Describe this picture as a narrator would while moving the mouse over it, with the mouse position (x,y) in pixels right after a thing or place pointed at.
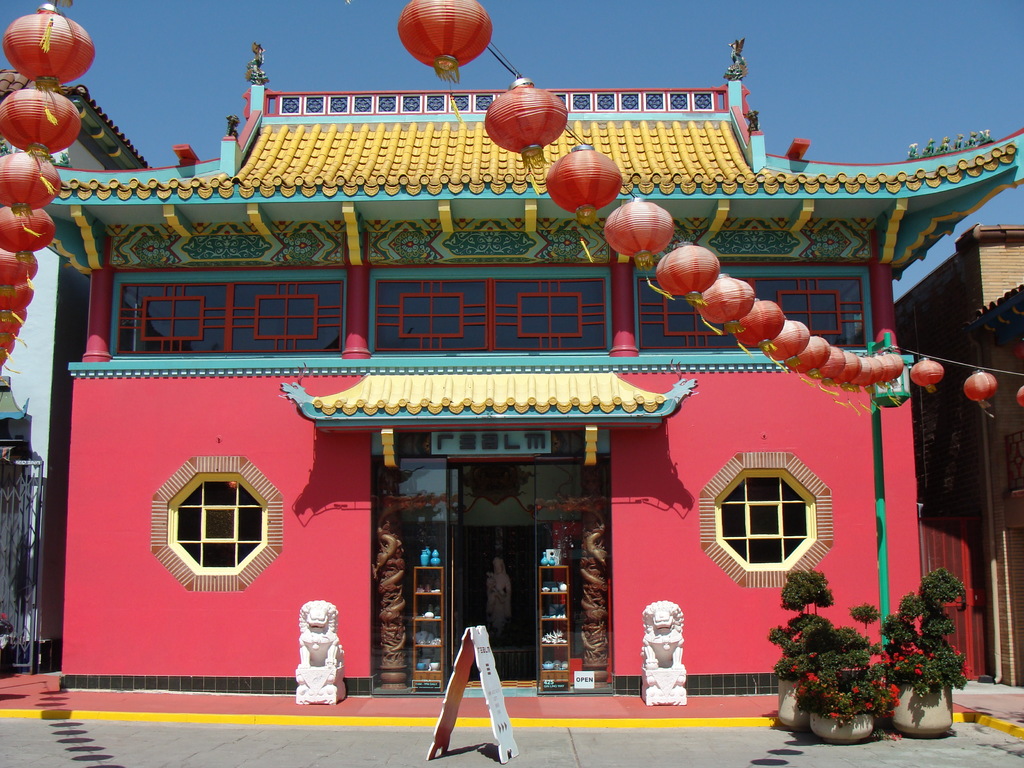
There is an articles store (474,265) it is beautifully decorated with colorful paintings (790,258) and in front of the store (570,642) there are two small sculptures (663,651) and beside them there are some plants (852,672), in front of the store (127,303) there are balloon lights (537,161) attached to a wire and in the background (666,78) there is a sky (824,113).
